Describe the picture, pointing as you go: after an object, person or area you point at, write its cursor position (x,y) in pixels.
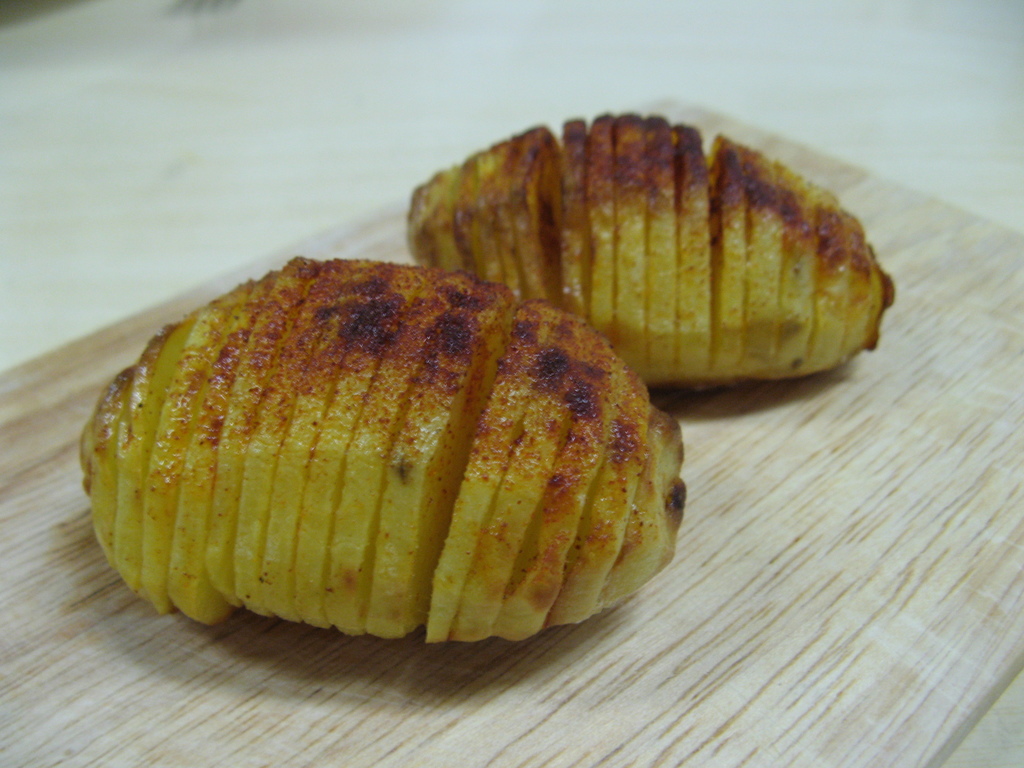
This picture shows a couple of baked potatoes (424,428) on the chopping board (97,348) on the table (562,102) and we see chili powder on the potatoes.
